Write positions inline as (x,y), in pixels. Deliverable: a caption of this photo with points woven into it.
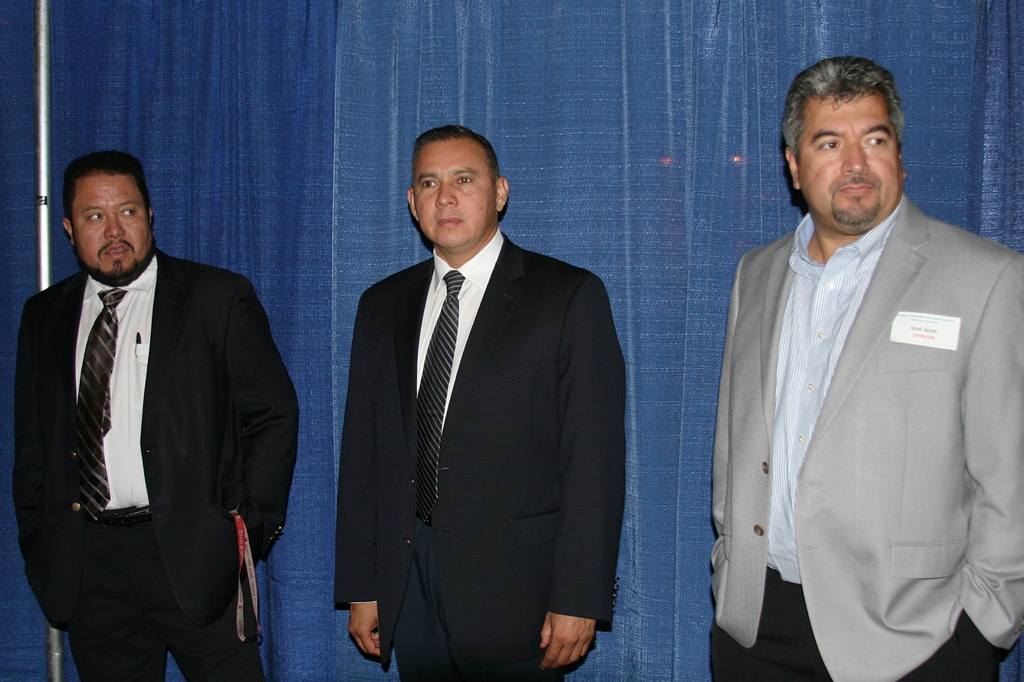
In this image, we can see persons (905,331) standing and wearing clothes (392,598). There is a pole (41,232) on the left side of the image (41,219). In the background (322,310), we can see curtains (723,47).
